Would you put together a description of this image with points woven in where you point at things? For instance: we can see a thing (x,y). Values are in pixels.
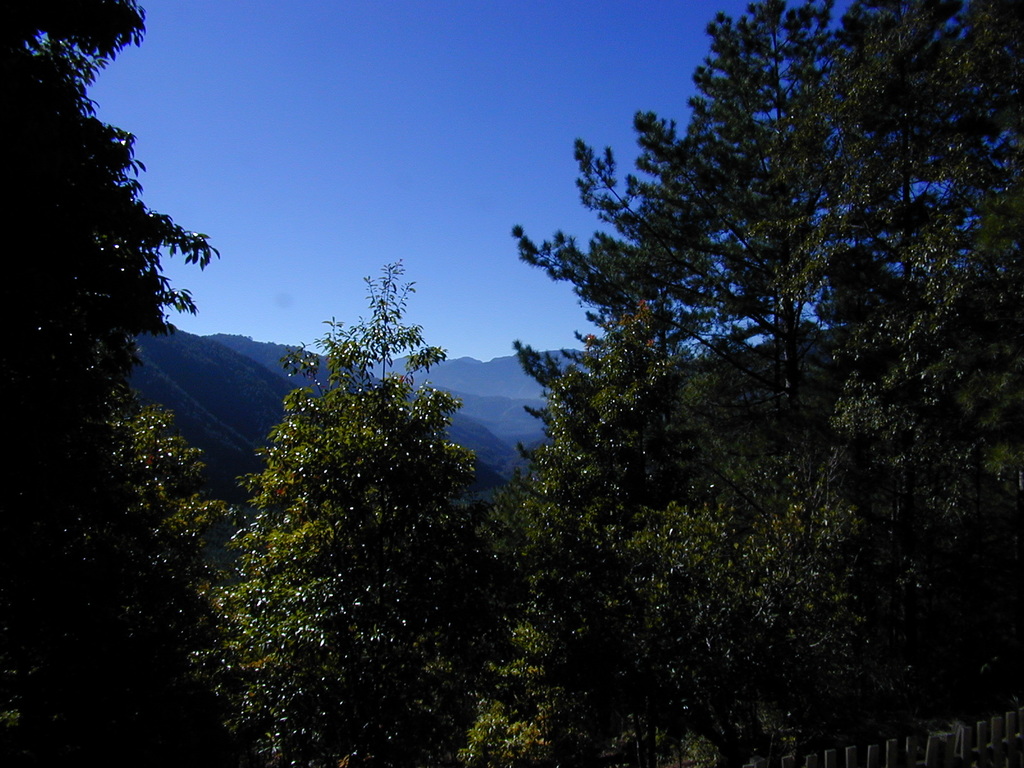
This image consists of trees (330,440) in the front (742,482). There are mountains (214,360) in the background (502,380). On the bottom right (878,756) there is a wooden fence (980,757).
